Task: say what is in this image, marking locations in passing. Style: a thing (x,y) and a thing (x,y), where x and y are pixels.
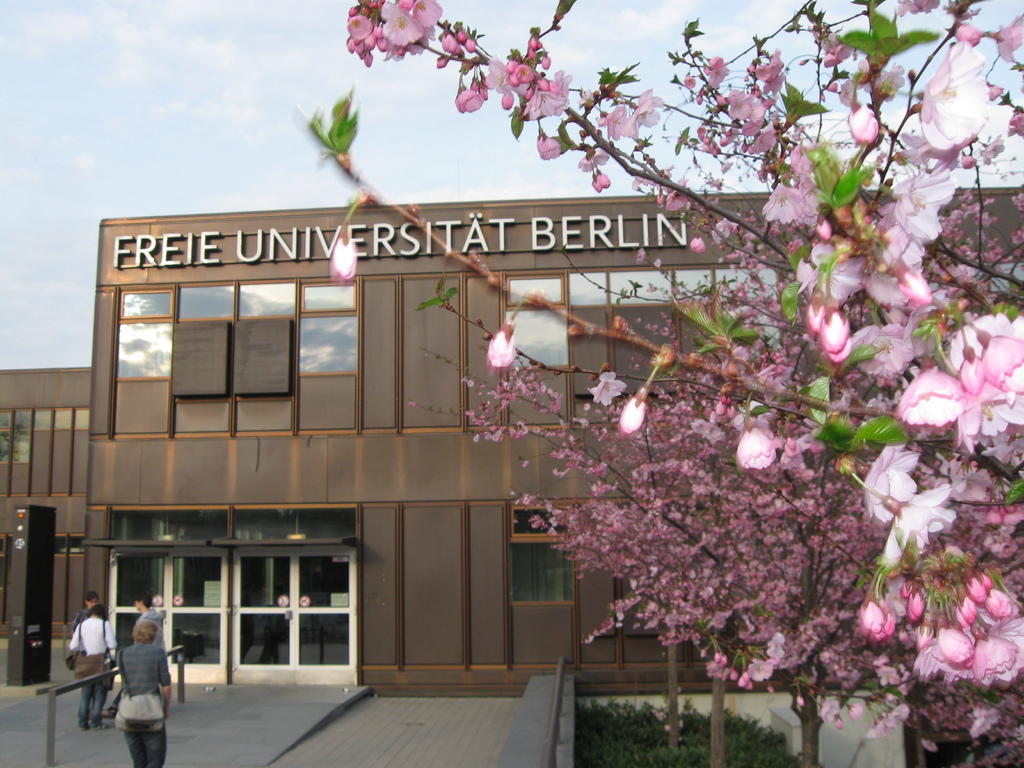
In this image we can see group of people (138,659) wearing bags (154,703) are standing on the ground (116,741). On the left side of the image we can see a metal pole (34,602). On the right side of the image (858,281) we can see group of flowers (830,671) on trees (770,663), we can also see some plants (632,748). In the center of the image (373,361) we can see a building (392,361) with windows (314,361), door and a board (408,259) with some text (118,261). At the top of the image (119,32) we can see the sky (137,2).
